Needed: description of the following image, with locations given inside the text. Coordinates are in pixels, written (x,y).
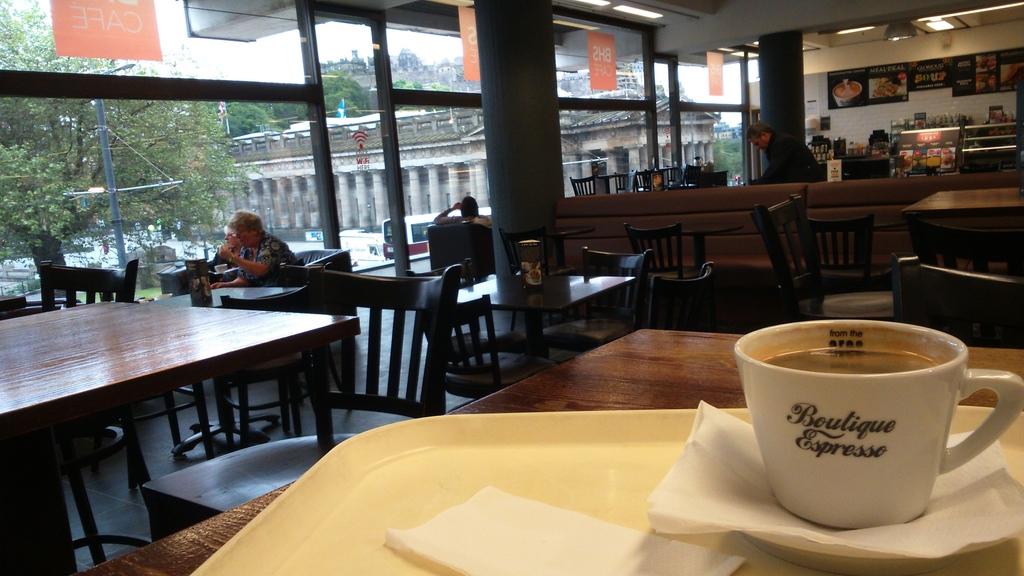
At the left side (226,284) there is a person (253,218) sitting on the chair (294,261). At the front side (255,548) there is a table (652,356) having tray (628,483), cup (791,513) and saucer (804,542) and tissue papers (676,487) on it. Middle of the image (436,219) there is a person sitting on the chair (460,249) and a person (773,140) standing. At right side (931,132) there is a display table (924,157). Left side (33,219) there is a tree (31,61) and building (451,151).
